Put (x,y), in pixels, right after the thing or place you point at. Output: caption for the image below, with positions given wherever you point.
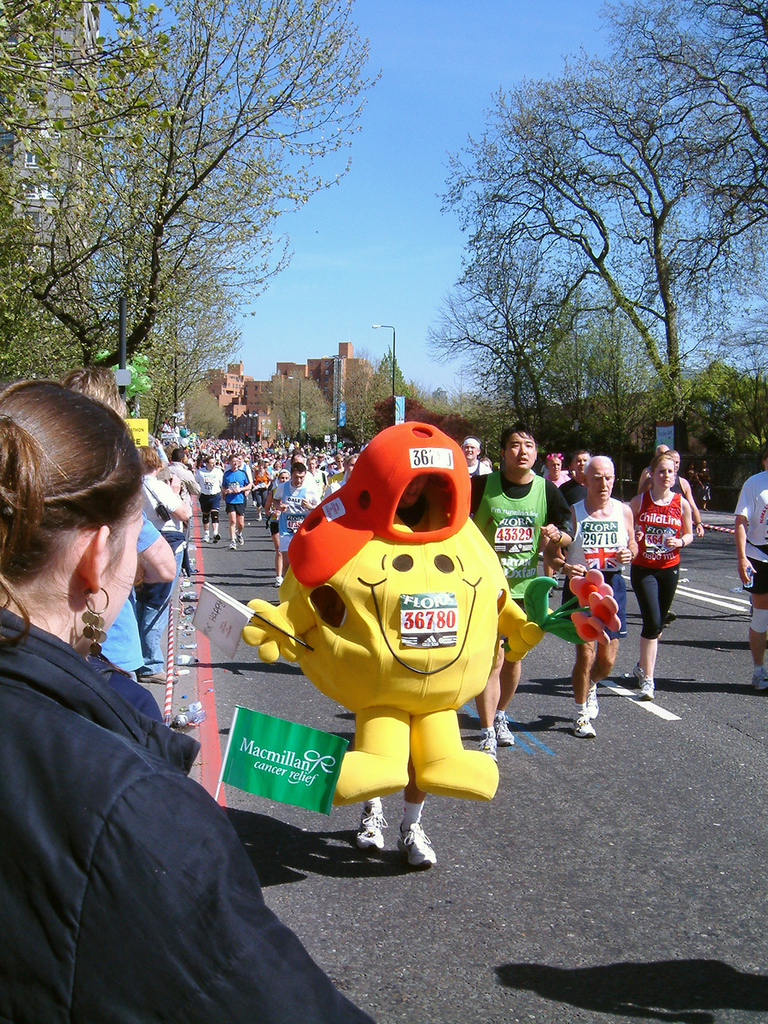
In this image it looks like it is a jogging competition in which there are so many people (256,505) jogging on the road (540,832). In the middle (376,608) there is a person (441,673) who is wearing the costume (415,654) and walking on the road (431,912). There are so many spectators (111,617) who are standing on the footpath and watching. In the background (300,373) there are buildings (287,370). There are trees (245,273) on either side of the road (707,774).
